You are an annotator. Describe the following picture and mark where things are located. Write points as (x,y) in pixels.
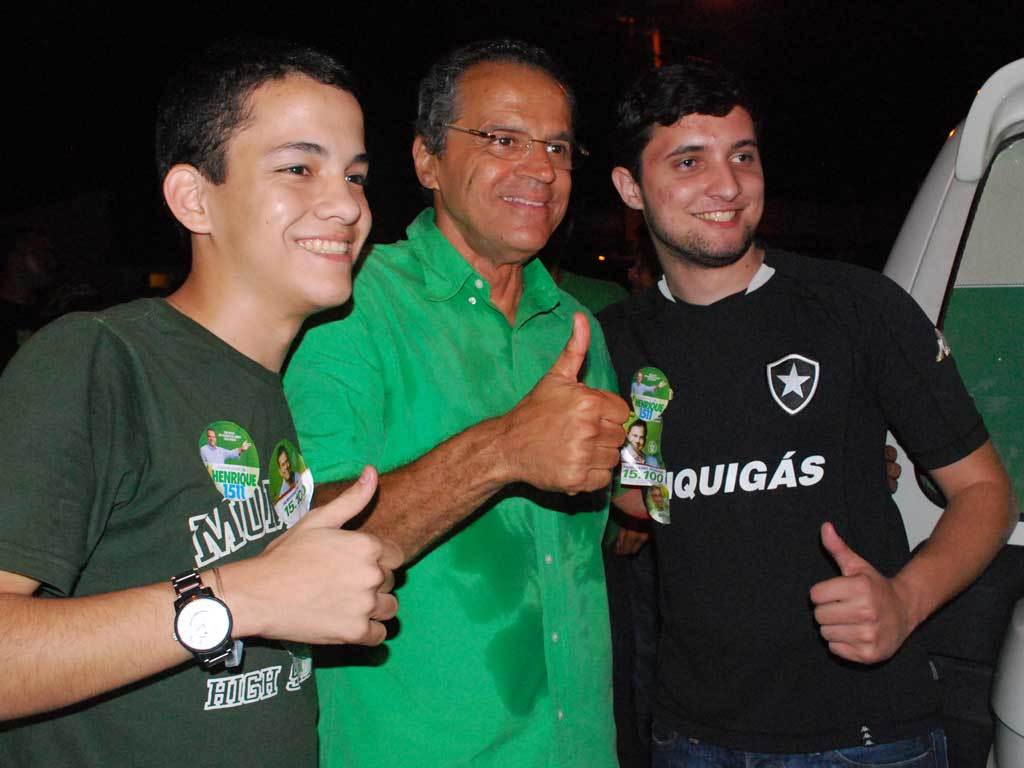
In this image we can see three men (442,405) are standing and in the background (4,285) the image is blur but we can see few persons (52,244) and a vehicle (1016,196) on the right side (1004,245).
